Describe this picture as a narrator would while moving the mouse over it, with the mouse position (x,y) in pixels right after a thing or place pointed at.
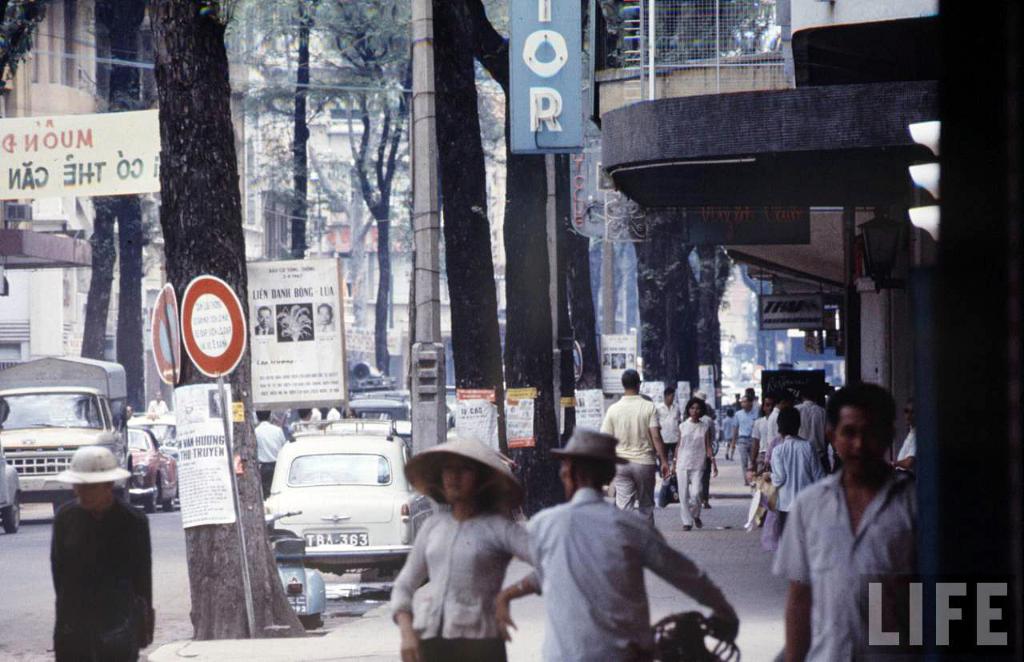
In this picture I can observe some people (561,559) walking on the footpath (725,522). There are men (579,470) and women (500,492). On the left side (189,377) I can observe some trees (206,180) and poles (438,324). There is a road (27,601) on the left side (38,566). I can observe some cars (352,542) moving on the road (15,615). In the background (310,179) there are buildings (288,144).
